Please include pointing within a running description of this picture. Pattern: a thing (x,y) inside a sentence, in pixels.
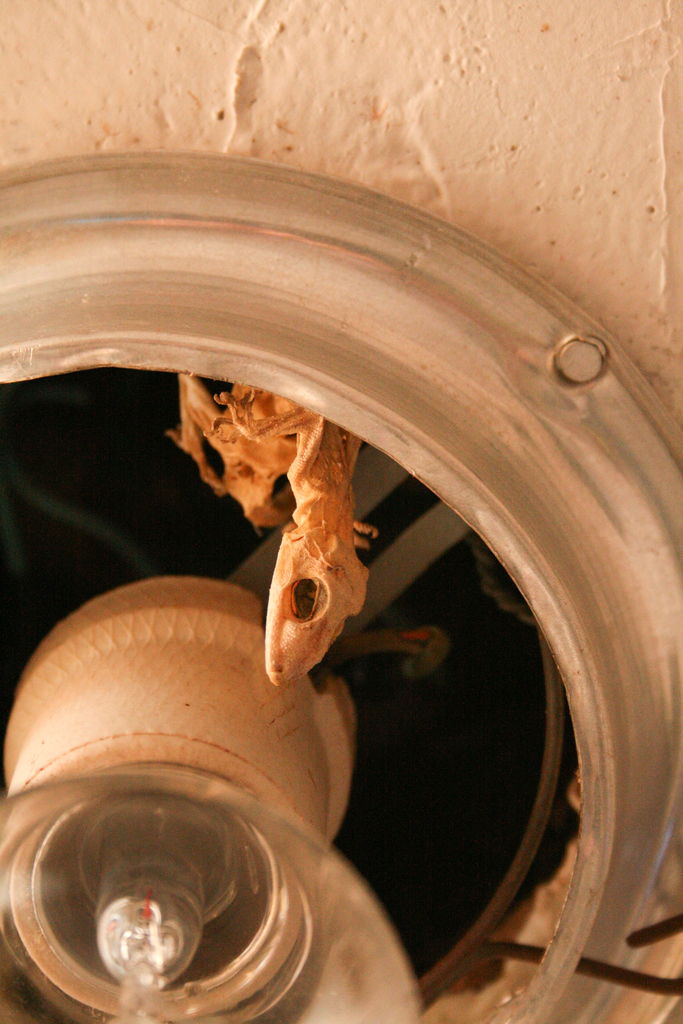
In this image I can see a lizard skeleton (249,469) I can see a bulb holder (154,698) with a bulb (208,816) In the left bottom corner (196,802). I can see a circular object (373,441) on a wall (486,121).
